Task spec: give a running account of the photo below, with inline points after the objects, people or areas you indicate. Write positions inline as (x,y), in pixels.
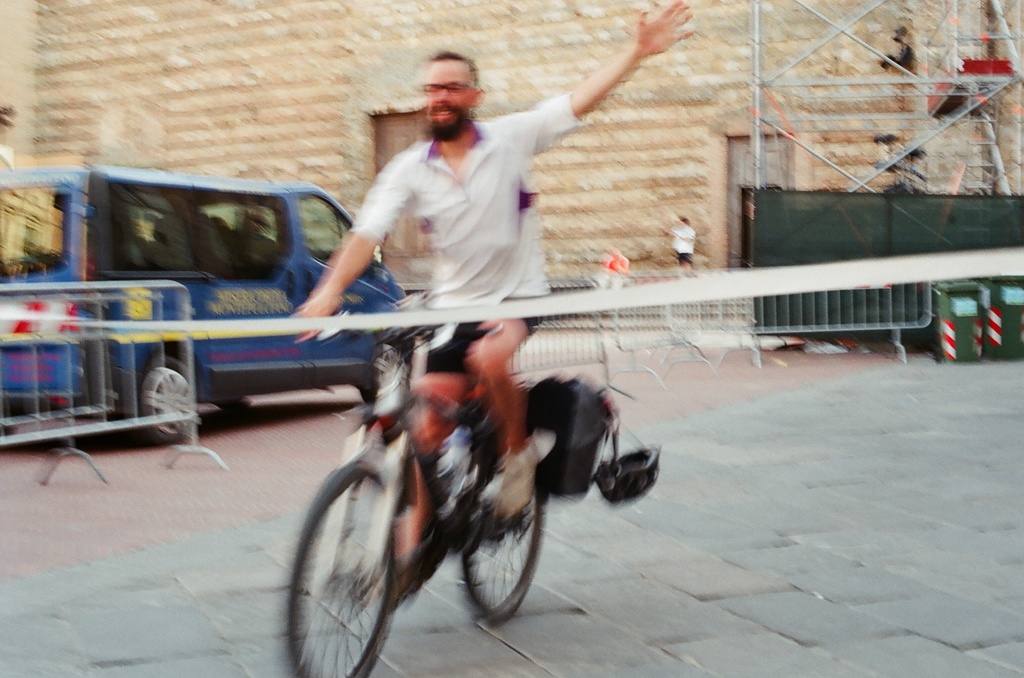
This man (484,206) is riding a bicycle (325,589). Far there is a vehicle (271,268) in blue color. This is a building (641,137) with door (741,161).
